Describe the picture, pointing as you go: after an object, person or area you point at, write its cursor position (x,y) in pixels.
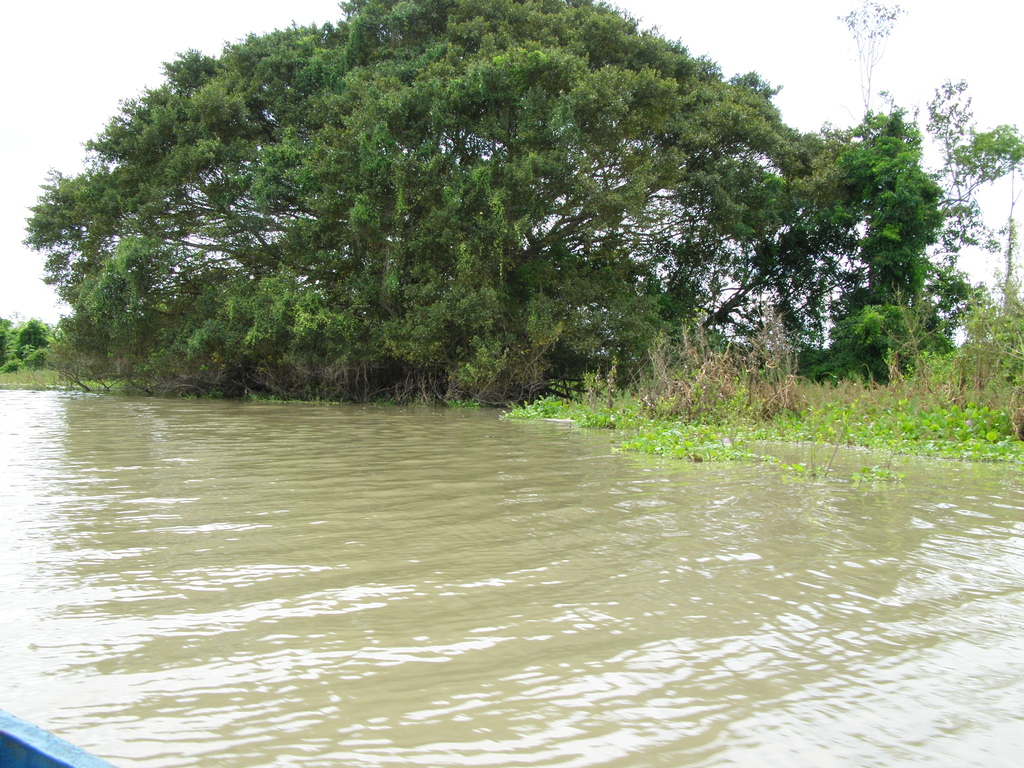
In this image I can see water (288,554) in the front (433,484). In the background (46,344) I can see grass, number of trees (624,281) and the sky (783,111). On the bottom left corner of the image (16,743) I can see a blue colour thing (60,741).
